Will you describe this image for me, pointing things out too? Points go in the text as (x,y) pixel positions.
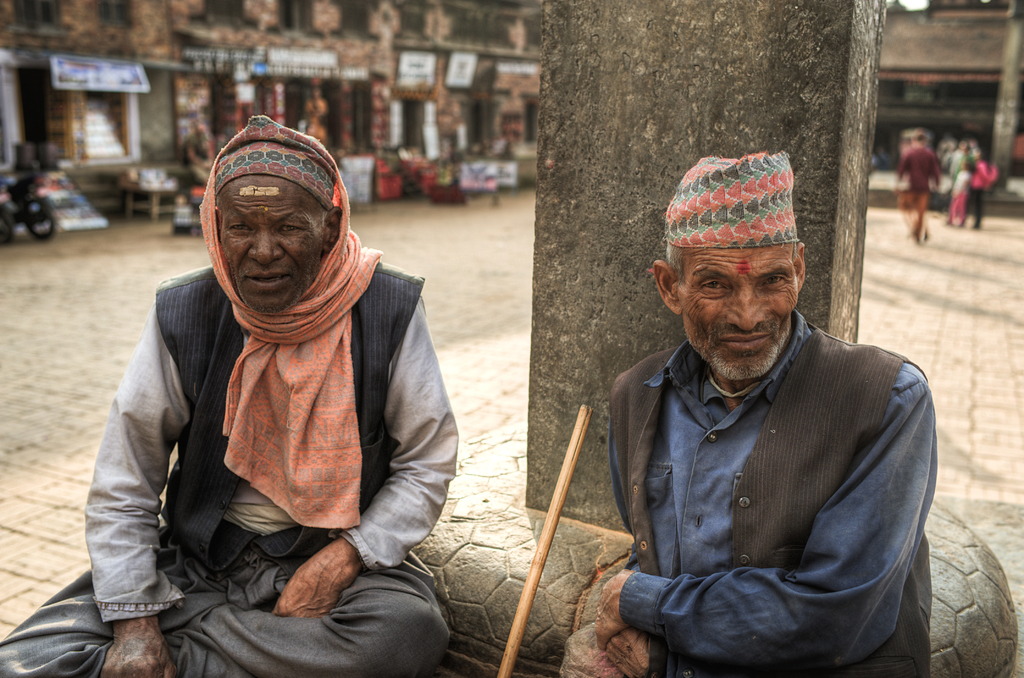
In this image in the foreground (148,332) there are few people (639,413) visible, between them there is a stick (513,635) visible in front of pillar (644,72), in the background (327,84) there is a building (177,106), in front of building (132,131) there are few peoples (898,169) and motorcycle (28,215) visible on the left side (8,203).
